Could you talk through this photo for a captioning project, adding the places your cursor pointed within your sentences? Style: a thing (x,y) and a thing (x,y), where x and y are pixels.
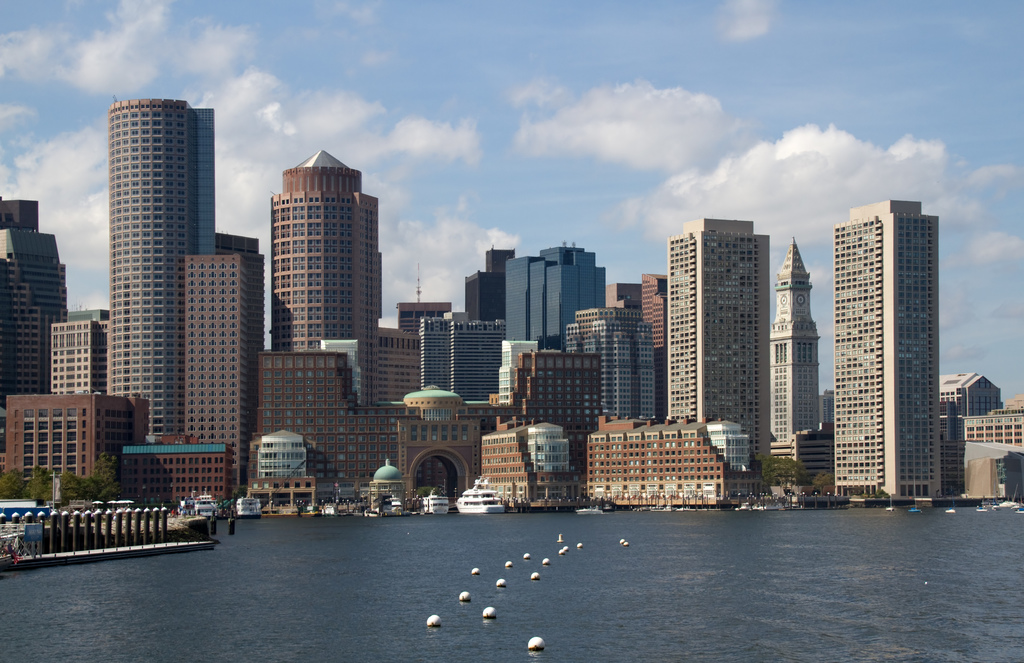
In this image there is the sky (611,102) towards the top of the image (646,102), there are clouds (596,89) in the sky (593,129), there are buildings (781,337), there are objects (23,524) towards the left of the image (20,539), there are trees (64,485) towards the left of the image (76,492), there is water (474,604) towards the bottom of the image (568,589), there are objects (485,611) in the water (552,606), there are ships (438,510) on the water (463,519).
